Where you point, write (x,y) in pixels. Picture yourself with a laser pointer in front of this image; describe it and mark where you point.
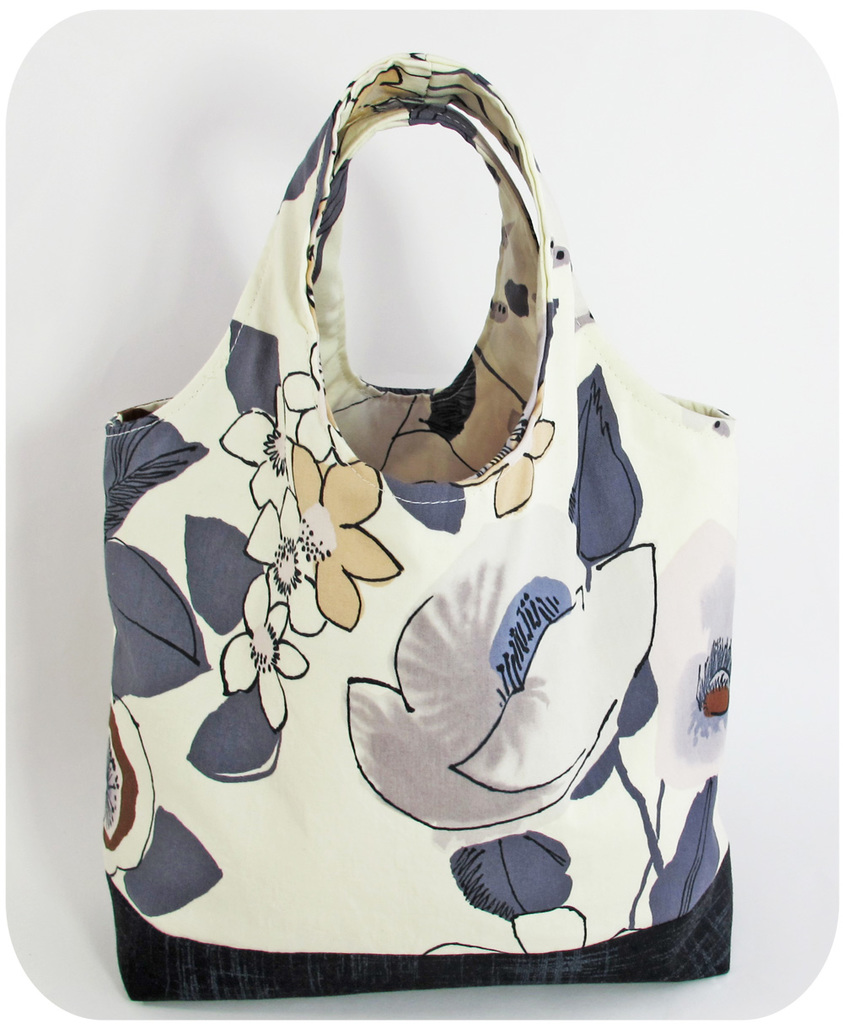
This picture describes about a bag (329,664).
